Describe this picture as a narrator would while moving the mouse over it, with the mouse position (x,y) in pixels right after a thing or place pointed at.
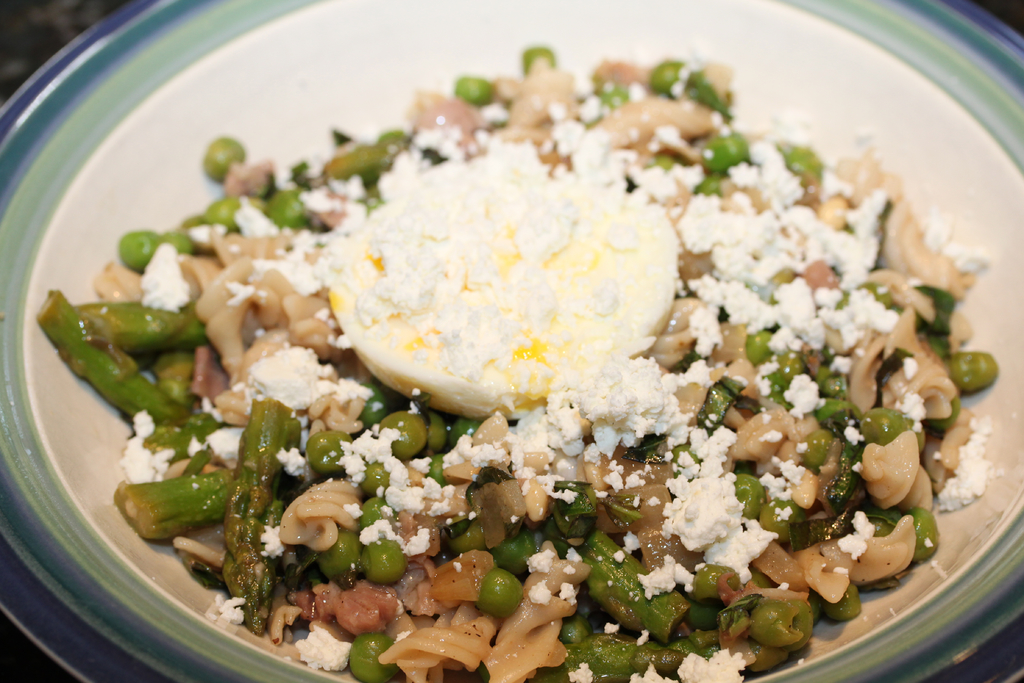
In this picture we can see the food (333,391) is present in the plate (69,597).
